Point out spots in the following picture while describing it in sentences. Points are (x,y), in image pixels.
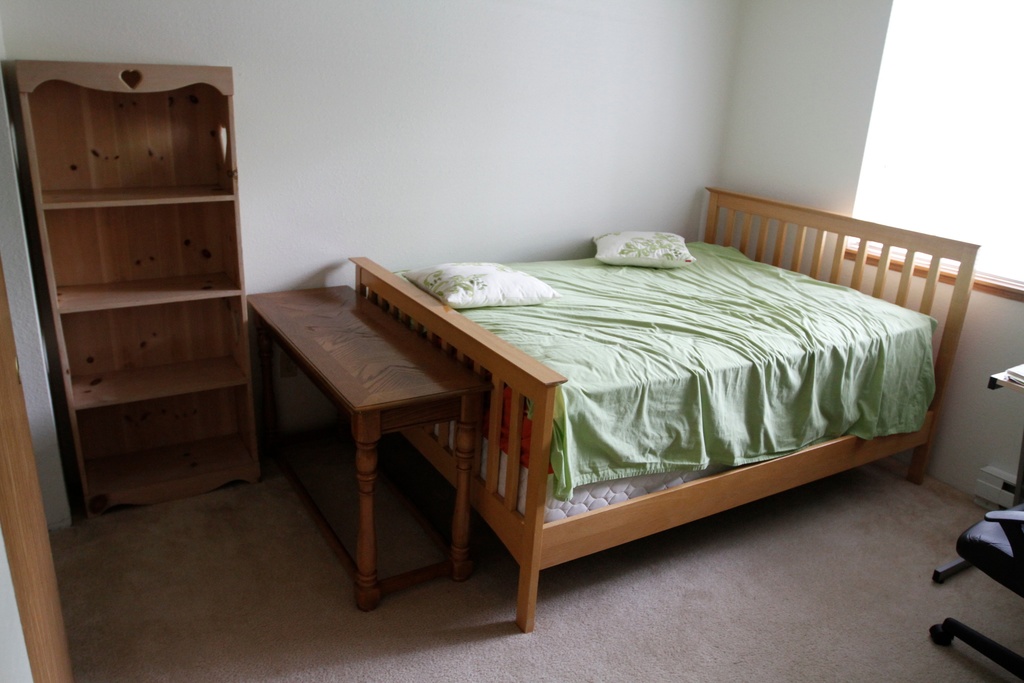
This is inside view of a room (71,496). We can see rack stand (205,353), bed (497,365), pillows (518,295) on the bed (487,369), chair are there on the floor (477,561) and we can see window (902,208), wall (362,250) and objects (360,370).
